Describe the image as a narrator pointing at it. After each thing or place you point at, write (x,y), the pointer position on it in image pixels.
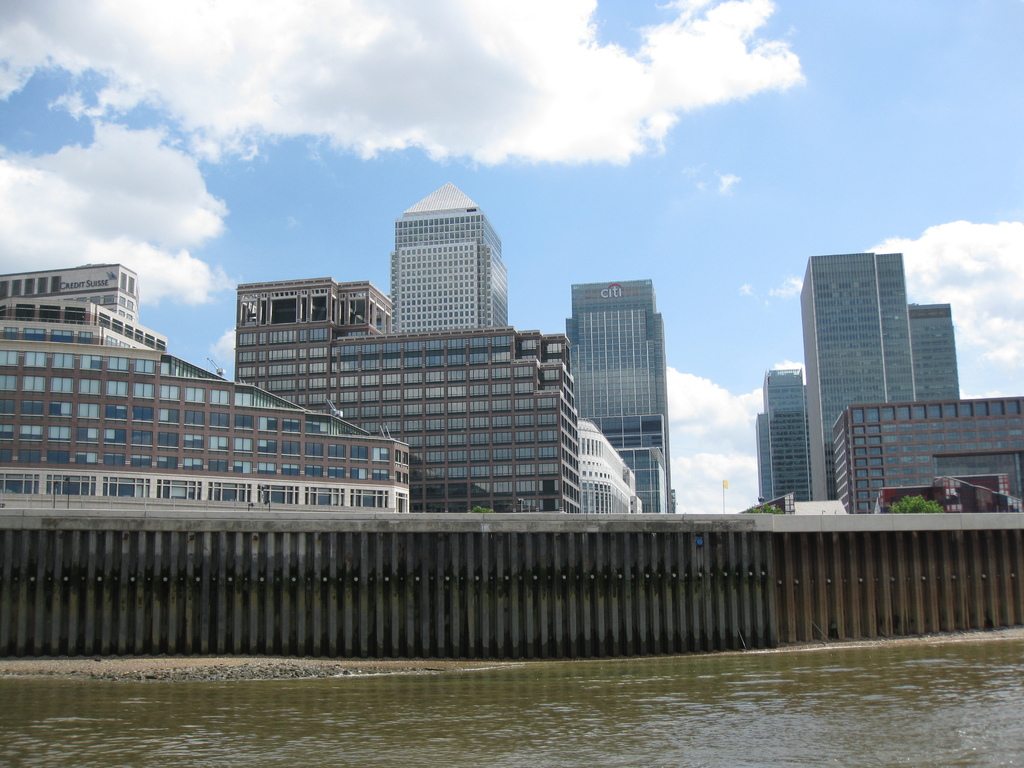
These are buildings (769,392), this is water (583,702) and a sky (459,162).
